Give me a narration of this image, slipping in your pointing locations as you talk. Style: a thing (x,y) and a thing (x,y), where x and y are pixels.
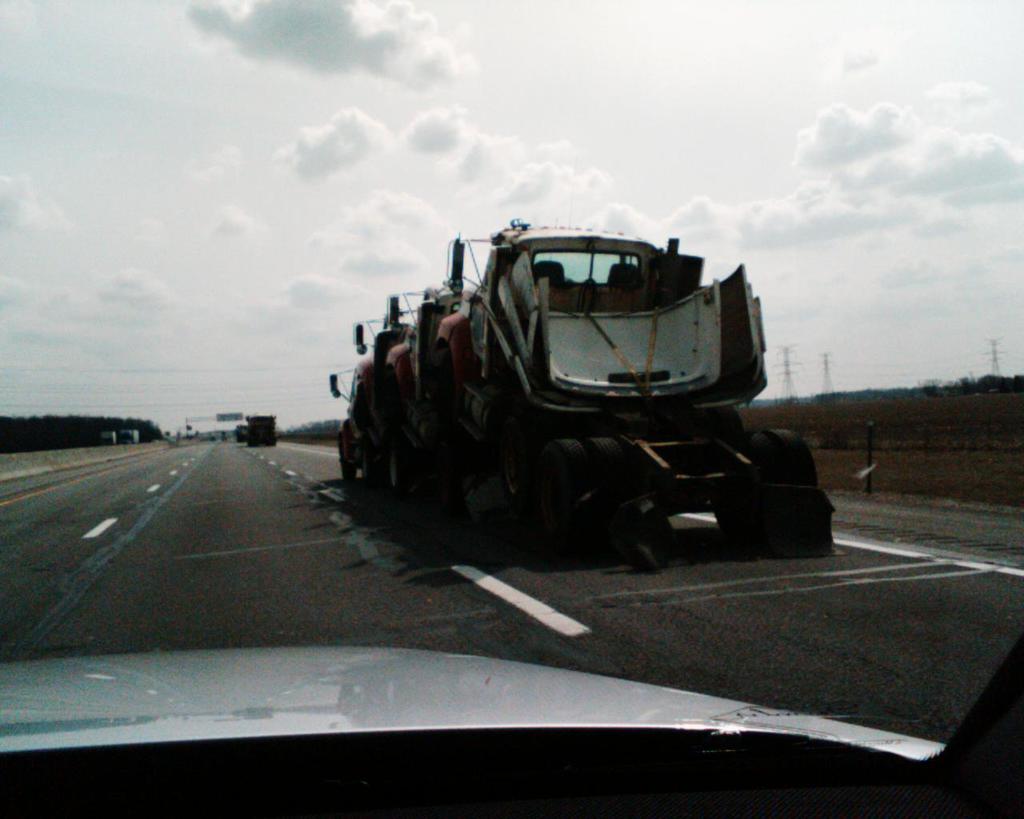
In this image we can see four trucks (455,380) placed one above other moving on the road (684,570). In the background (251,389) we can see a group of poles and the cloudy sky (606,206).
